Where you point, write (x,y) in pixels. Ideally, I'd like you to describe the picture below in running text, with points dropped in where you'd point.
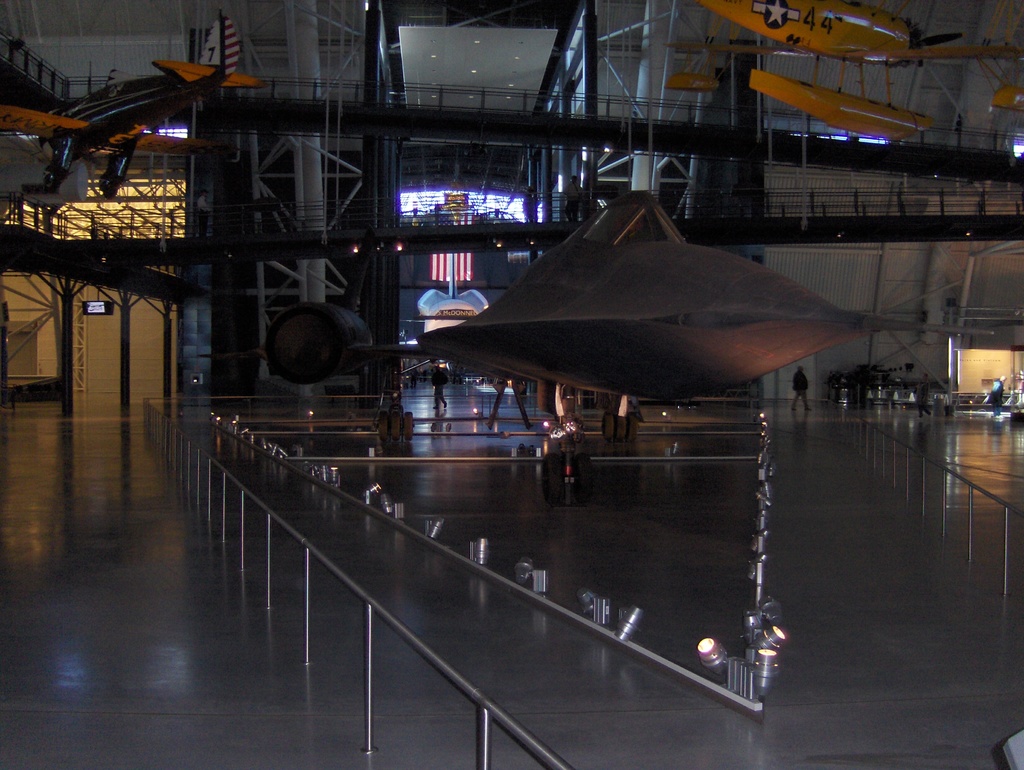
There are aircrafts (216,39) hanged. There are railings (369,398). In the background (368,180) there are people (801,384), rods (338,162), pillars (318,183) and lights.
